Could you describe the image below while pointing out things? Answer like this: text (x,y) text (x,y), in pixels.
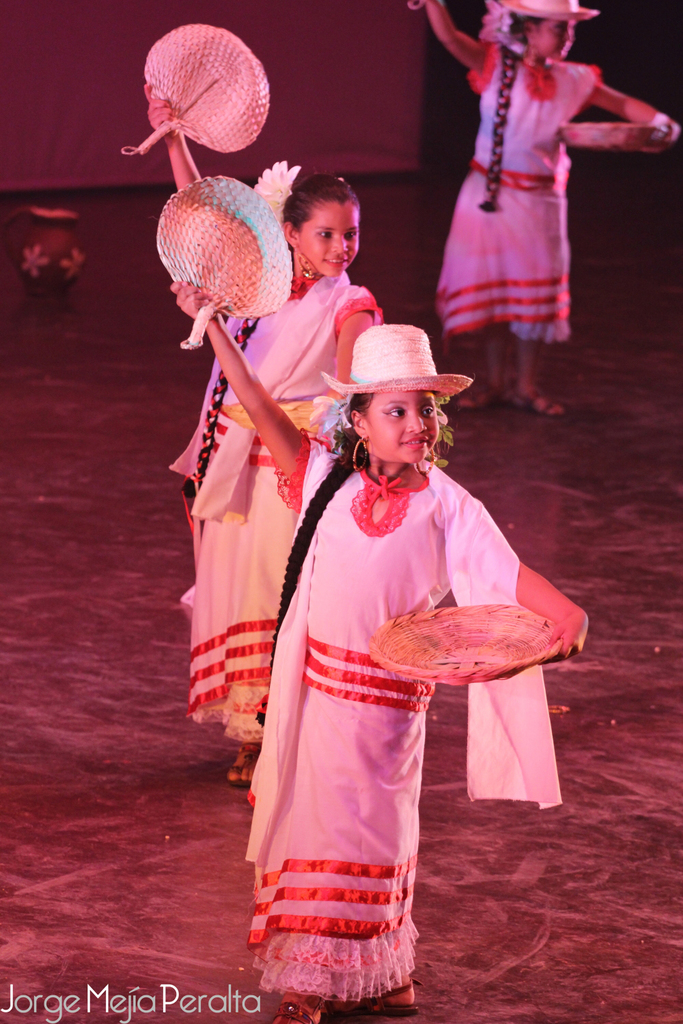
There are three girls (322,492) holding some objects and dancing on the floor (439,739) as we can see in the middle of this image (453,452). We can see a pot (36,245) on the left side of this image (48,258).
